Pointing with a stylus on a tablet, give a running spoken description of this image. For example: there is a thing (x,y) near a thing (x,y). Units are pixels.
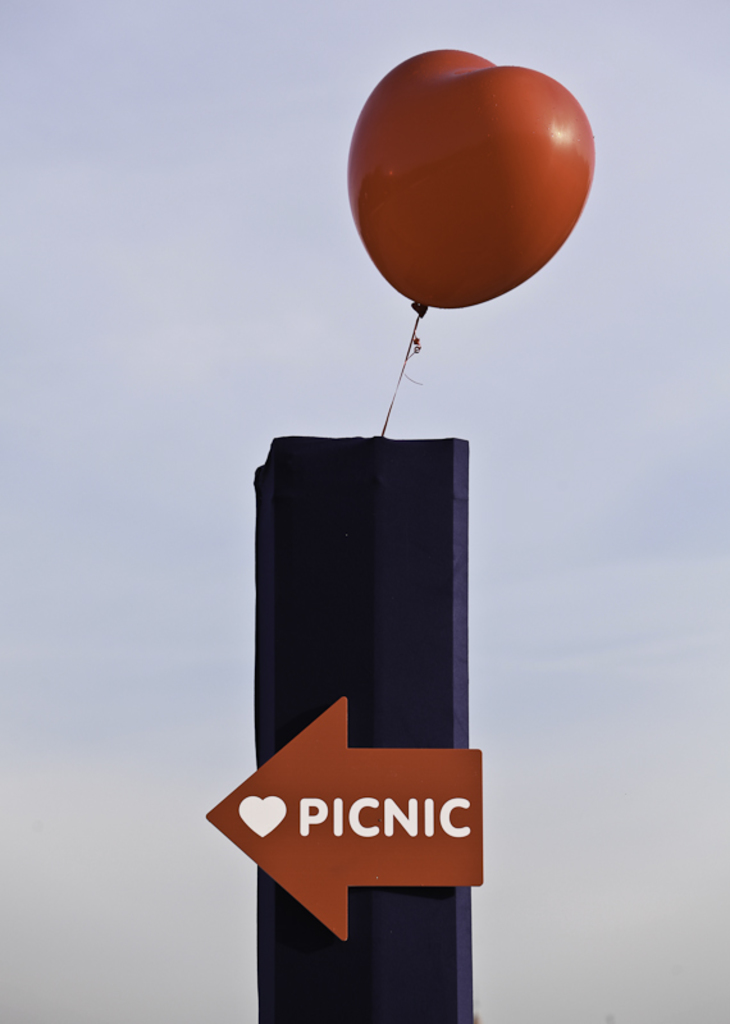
This image consists of a balloon (506,91) at the top (399,159). There is the sky (663,538) in this image. At the bottom (406,812) there is ¨picnic¨ written.
